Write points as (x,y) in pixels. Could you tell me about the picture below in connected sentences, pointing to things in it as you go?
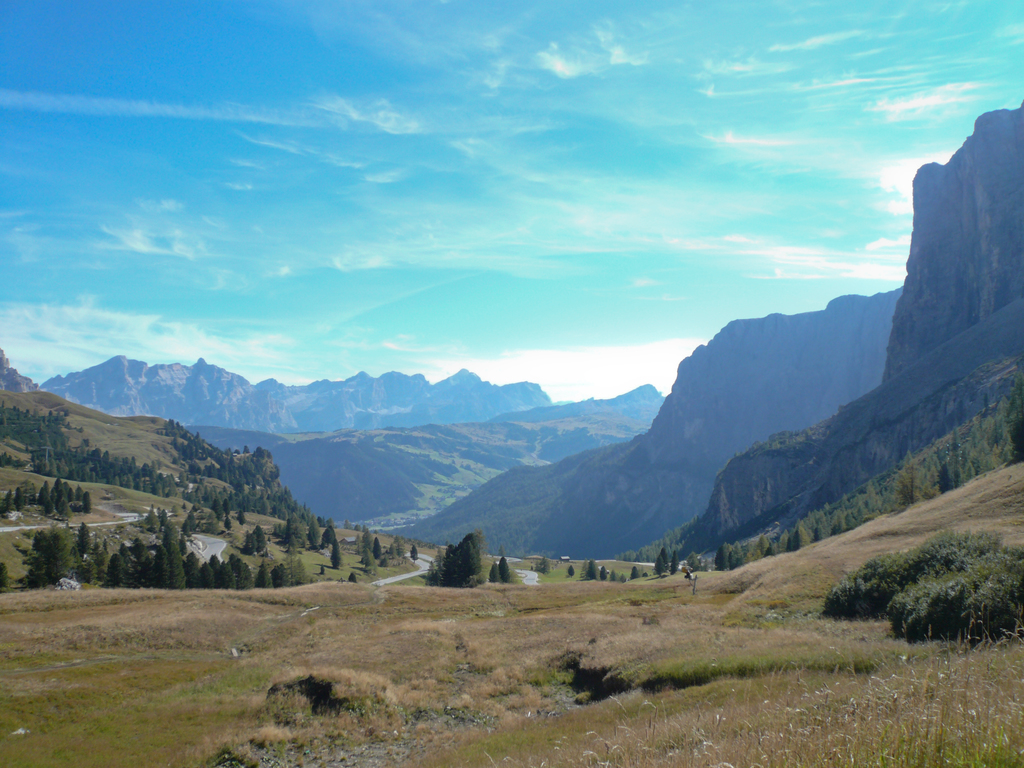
In this image there is grass (656,626), plants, trees (14,440), roads (533,575), hills (563,485), sky (518,270).
